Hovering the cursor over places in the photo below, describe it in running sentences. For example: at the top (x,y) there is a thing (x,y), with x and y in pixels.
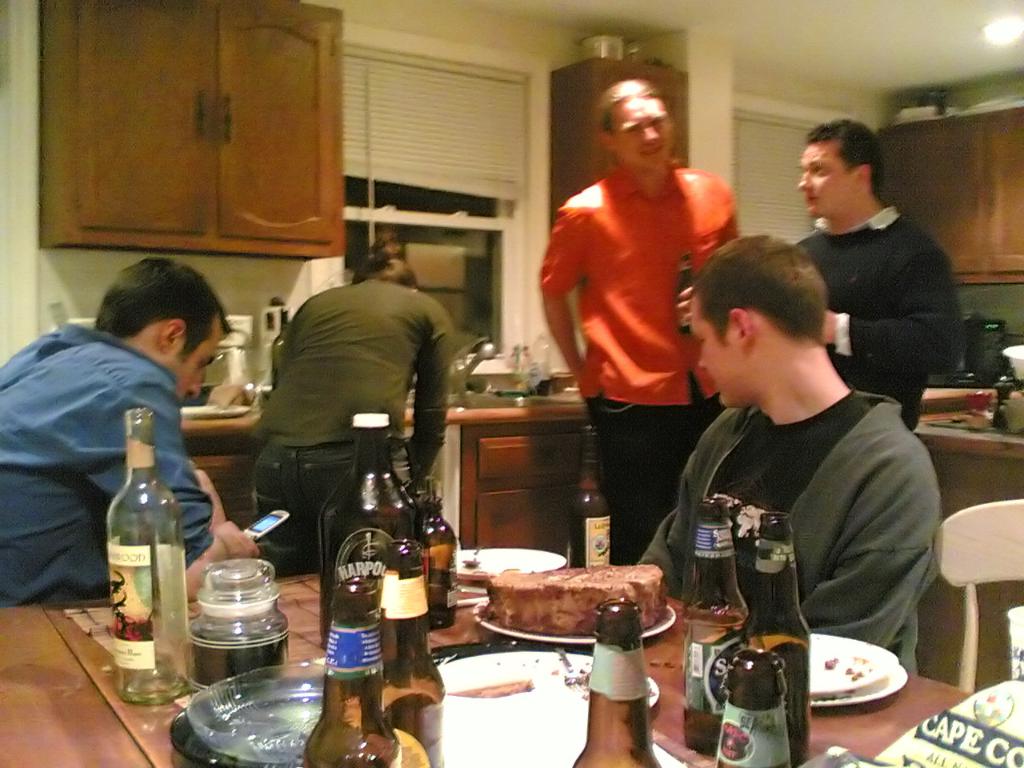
In this picture there are two men (95,436) sitting on the chair (969,520). There are three people (437,357) who are standing. There is a bottle (176,634), glass (233,689), cake (540,616), plate (833,686), cover (948,752) on the table (146,735). There is a cupboard (227,157), light (1008,42) and few objects (490,348) on the desk (502,410).
